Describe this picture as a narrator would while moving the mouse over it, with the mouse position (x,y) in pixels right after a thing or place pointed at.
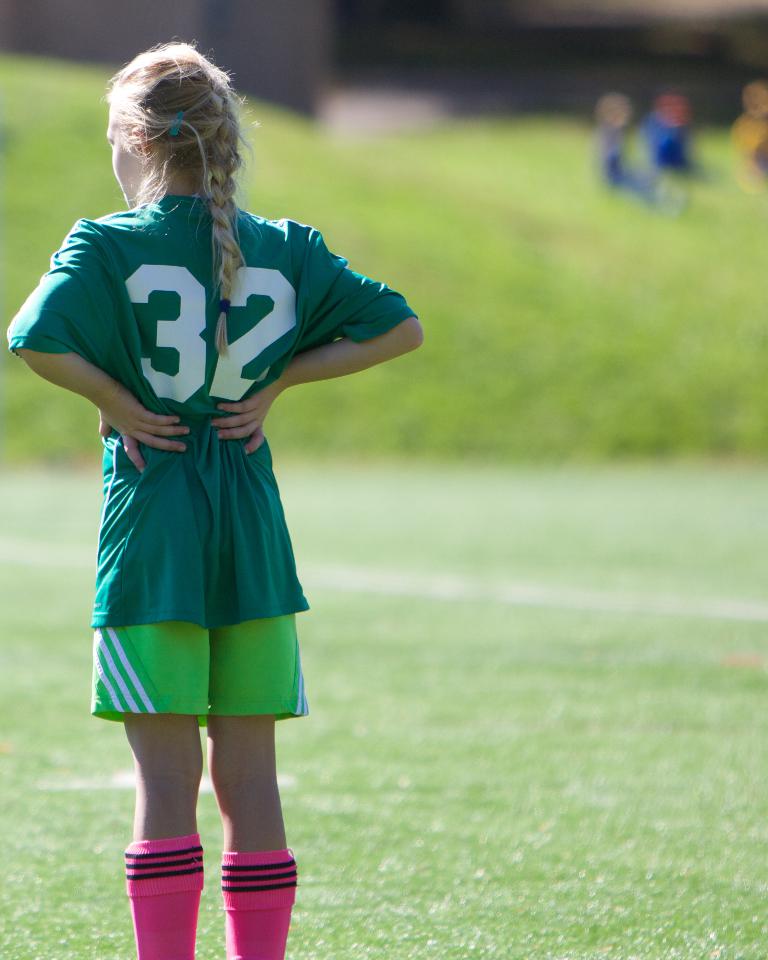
In the picture I can see a kid (204,284) wearing green T-shirt (201,326) is standing on a greenery ground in the left corner (171,474) and there are three persons (739,121) sitting on a greenery ground (720,170) in the right corner (654,189).
